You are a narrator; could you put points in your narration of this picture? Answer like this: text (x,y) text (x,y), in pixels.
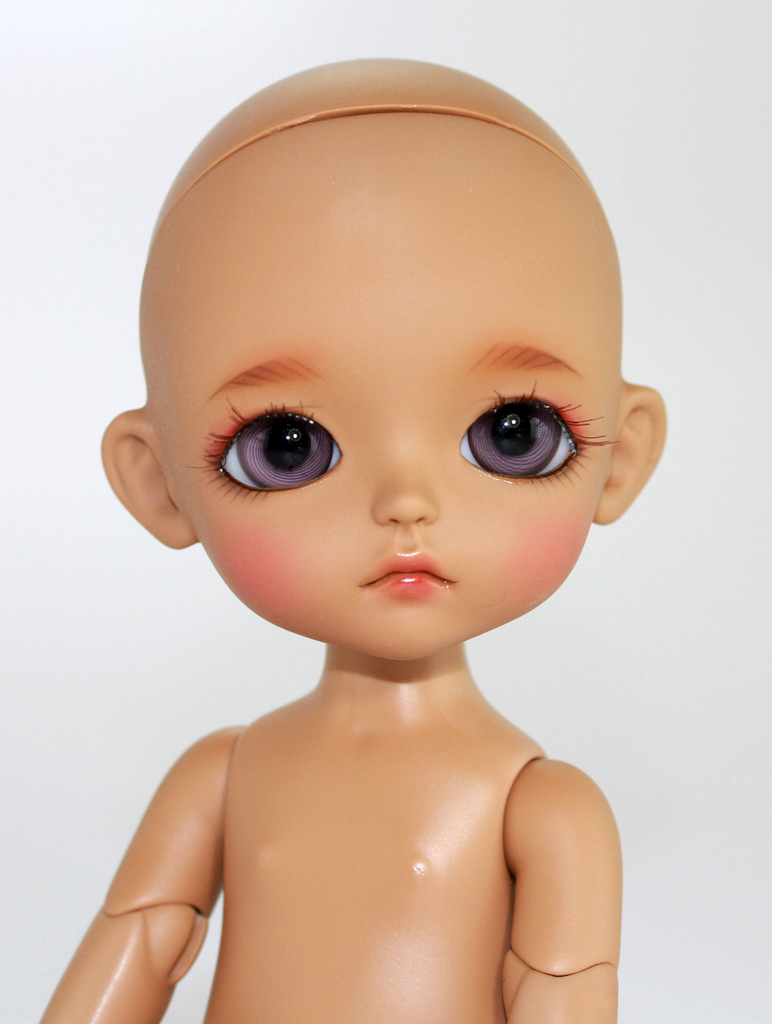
In this image I can see a doll (376,730) which is brown in color and I can see the white colored background (72,38).
